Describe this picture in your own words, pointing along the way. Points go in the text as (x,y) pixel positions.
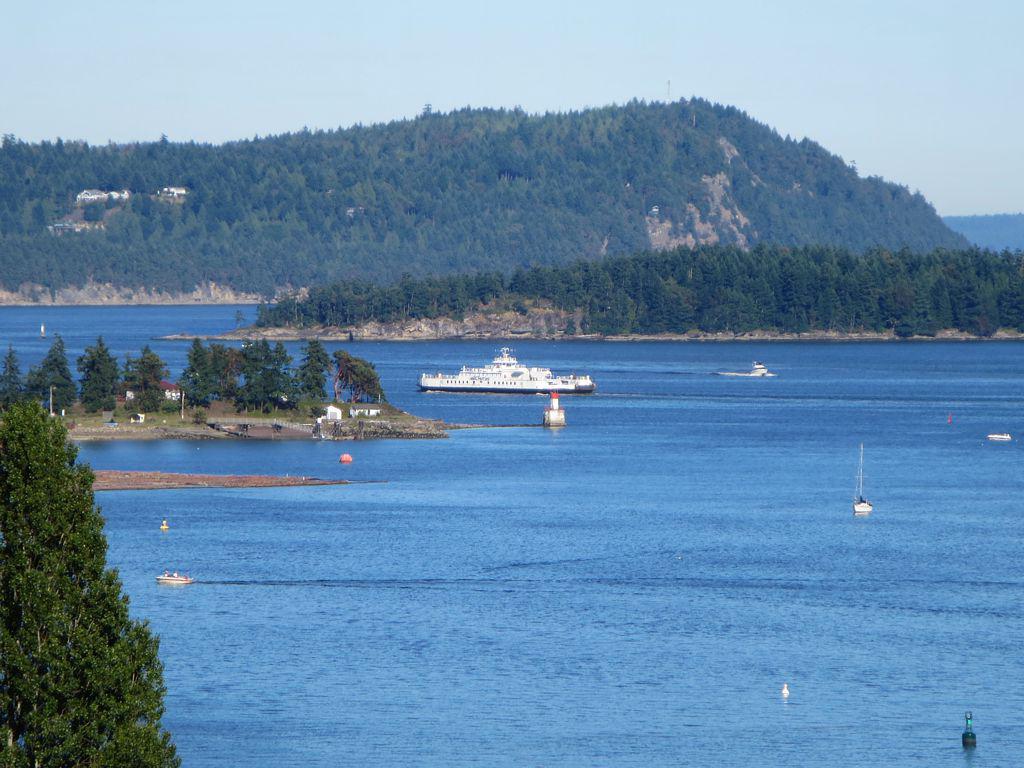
On the left side (42,559), there are trees (119,587) and there are boats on the water (667,404). On the right side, there are boats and a ship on the water (479,509). In the background (432,328), there are trees (419,210), buildings (162,385), mountains (575,151) and the sky (185,52) is clear.
